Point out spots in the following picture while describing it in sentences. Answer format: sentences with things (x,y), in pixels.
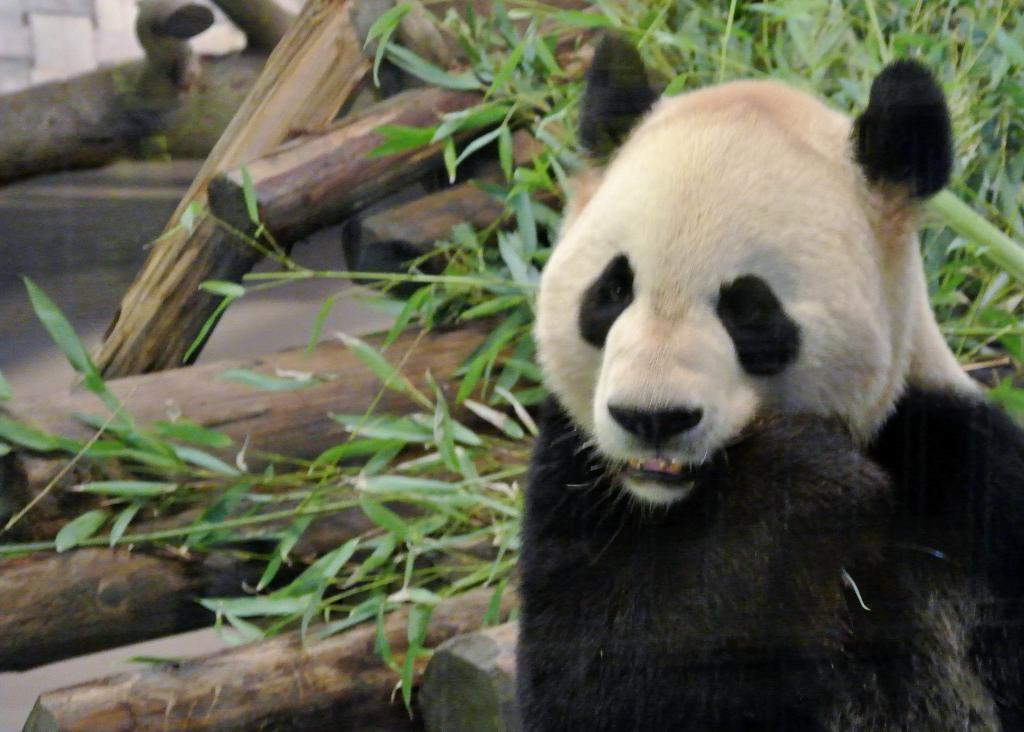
In this image, we can see a panda (591,446) and in the background (245,357), there are wood logs (306,212) and there are plants (850,23).
